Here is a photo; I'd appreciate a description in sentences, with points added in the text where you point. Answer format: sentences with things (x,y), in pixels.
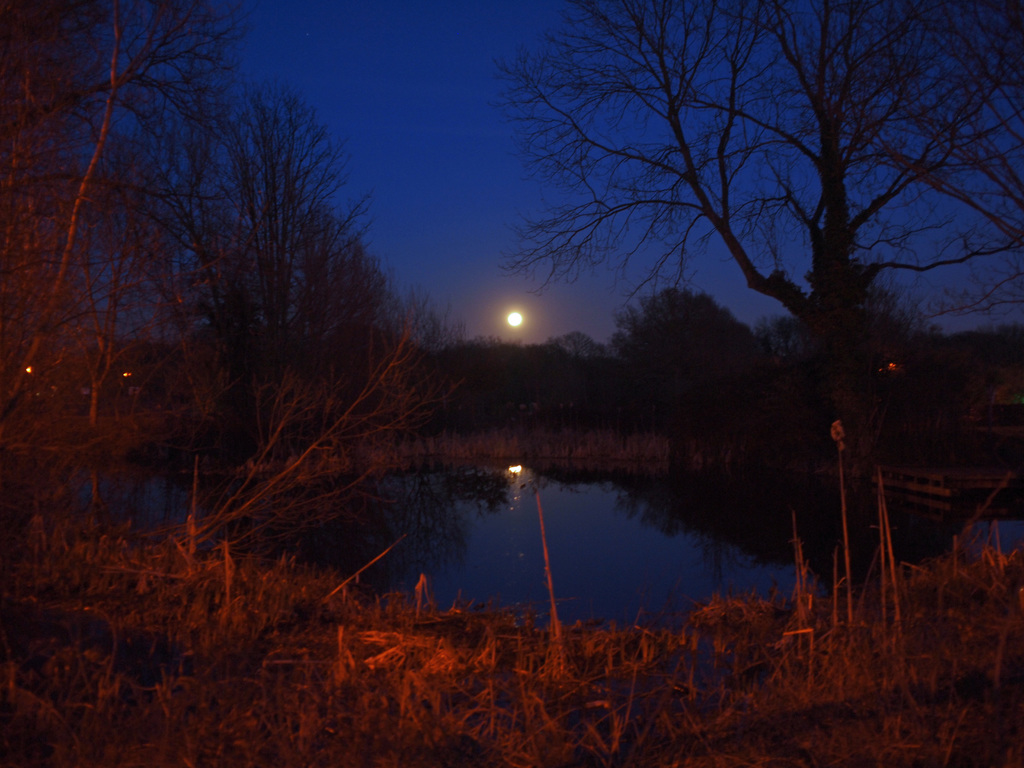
In this image we can see water (488,509), grass (142,605), trees (650,390), plants (904,605), sky (388,115) and moon (512,317).
